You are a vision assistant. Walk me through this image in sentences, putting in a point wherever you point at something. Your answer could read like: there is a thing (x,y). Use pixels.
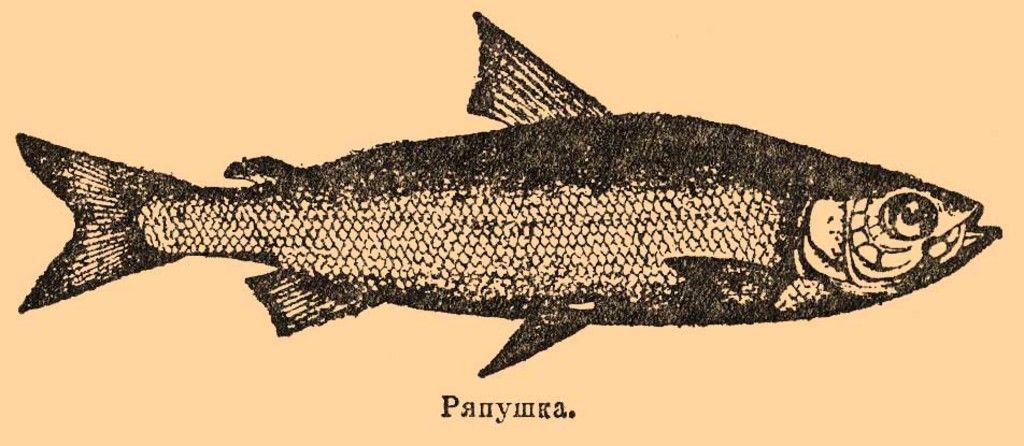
In this image, there is print (538,231) of a fish (482,255) and a text (541,414) on the bottom (470,410).
